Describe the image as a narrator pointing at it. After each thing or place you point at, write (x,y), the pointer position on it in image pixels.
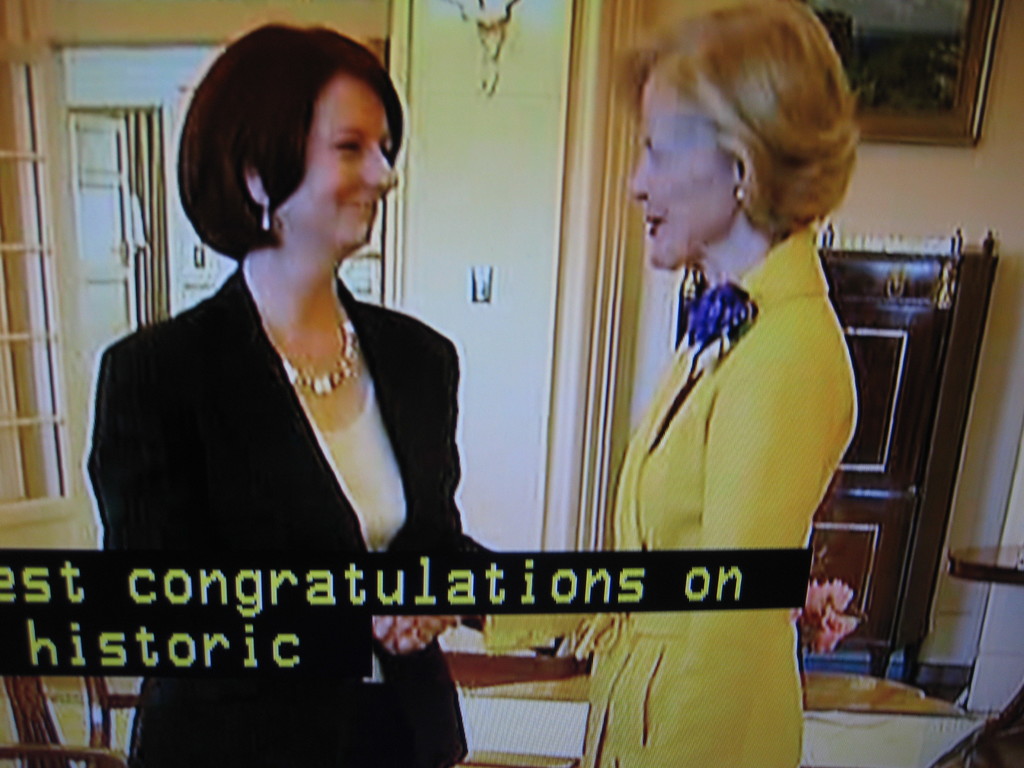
In this image I can see two people (761,455) are standing and wearing white, yellow and black color dresses (368,413). Back I can see window (19,380), few objects (928,326) and frame (971,102) is attached to the wall (1003,206).
